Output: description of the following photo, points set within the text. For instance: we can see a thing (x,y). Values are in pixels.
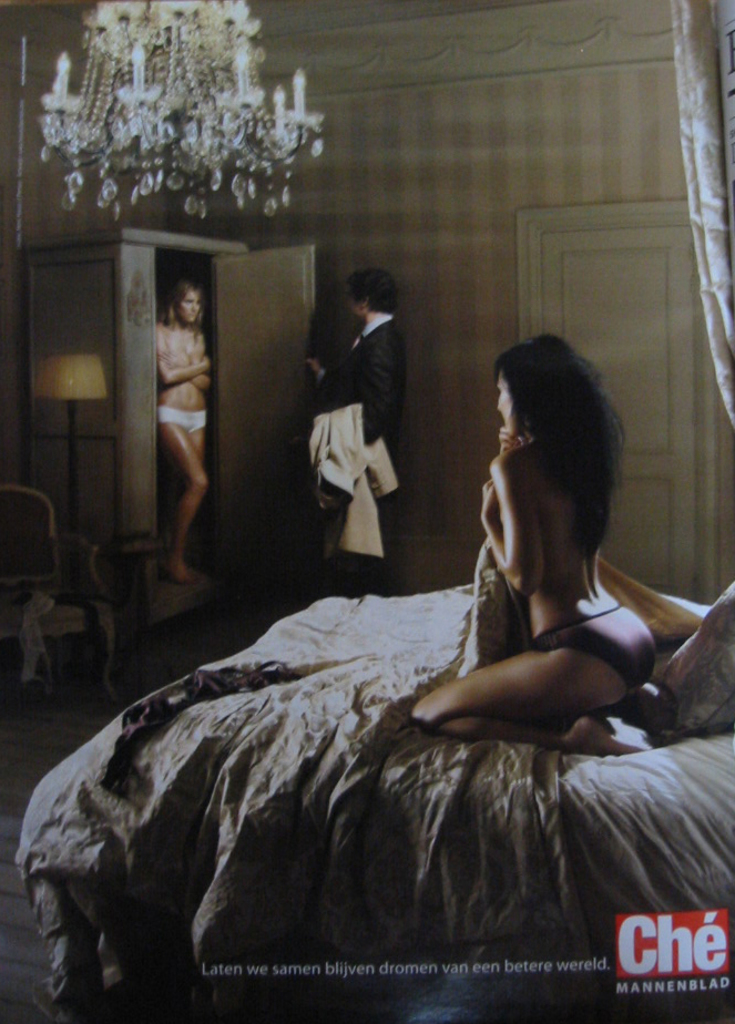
In this image I can see three people (535,348) where two of them are standing and one is sitting on a bed (471,794). Here I can see a lamp (49,389) and a curtain (704,203).
